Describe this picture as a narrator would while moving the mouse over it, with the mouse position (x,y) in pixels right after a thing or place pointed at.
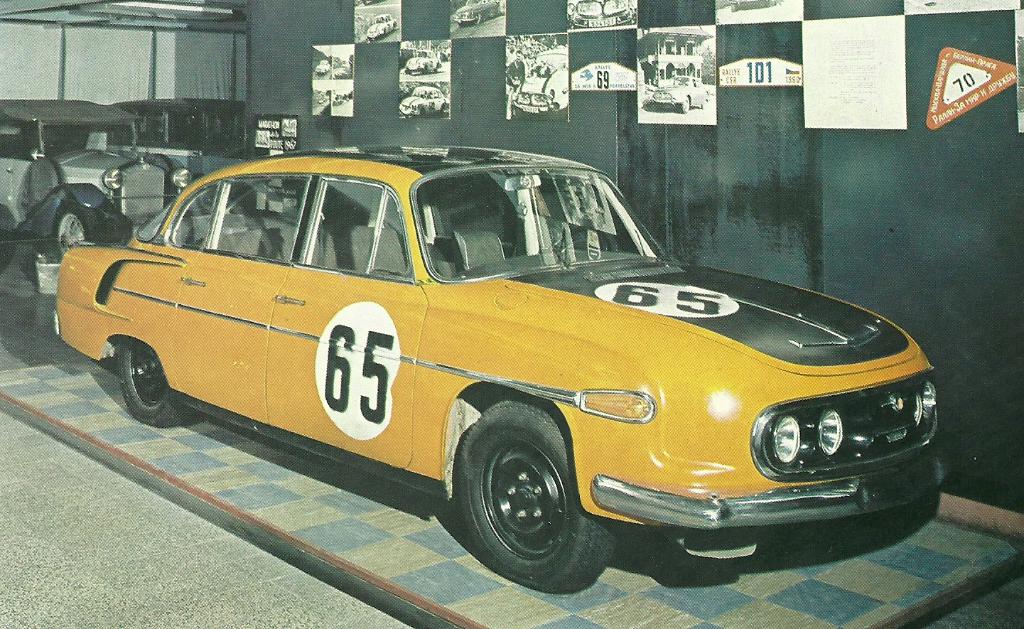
In this image there is a car (481,364) in the middle of this image (367,374) and there are some other vehicles (130,183) on the left side of this image (127,182). There is a wall (768,180) in the background (749,160). There are some posters (628,76) attached on it.
